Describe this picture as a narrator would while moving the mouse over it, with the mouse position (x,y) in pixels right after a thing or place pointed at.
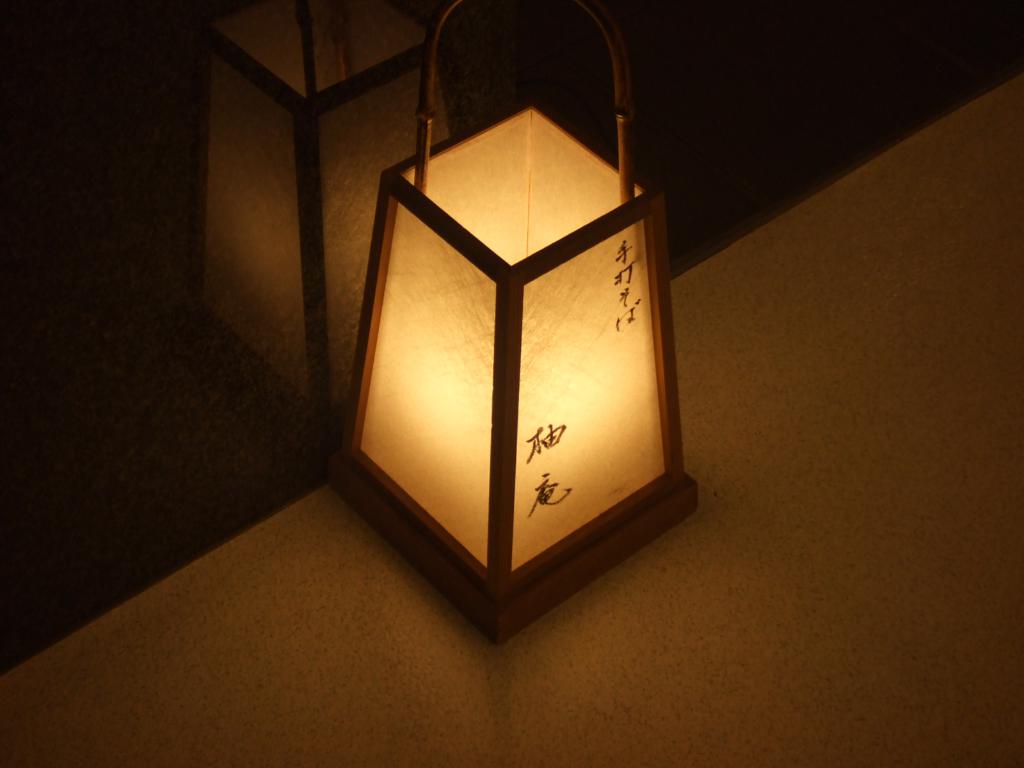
In this image, we can see a light object (505,504) kept on the surface (360,690).
